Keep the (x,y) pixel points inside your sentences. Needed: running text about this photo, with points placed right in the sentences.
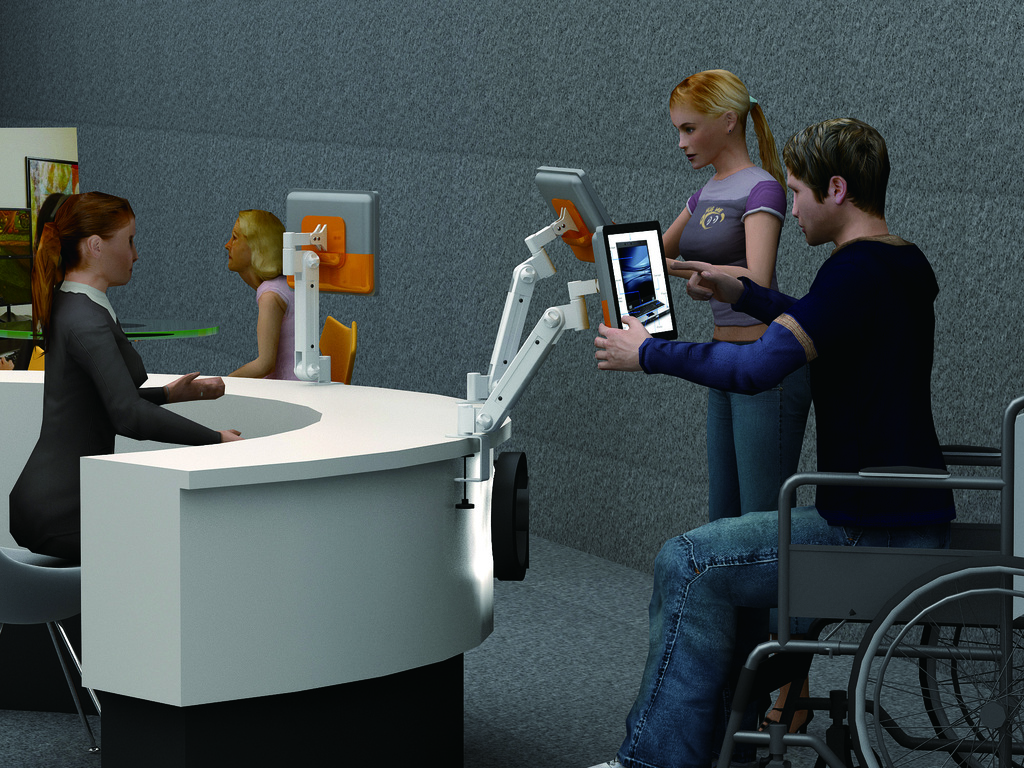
In this picture there is a man (776,536) sitting in the wheelchair (816,602) and looking into the screen (638,309). A woman (706,80) is standing here and looking into the screen (590,234). On the left side of the picture (49,326) we can observe two persons (231,246) sitting on the chair (326,352). And there is a table (261,413). Here this is the floor (552,629). And on the background (528,163) there is a wall (416,108) even we can see a frame (49,174) on to the wall (38,148).
